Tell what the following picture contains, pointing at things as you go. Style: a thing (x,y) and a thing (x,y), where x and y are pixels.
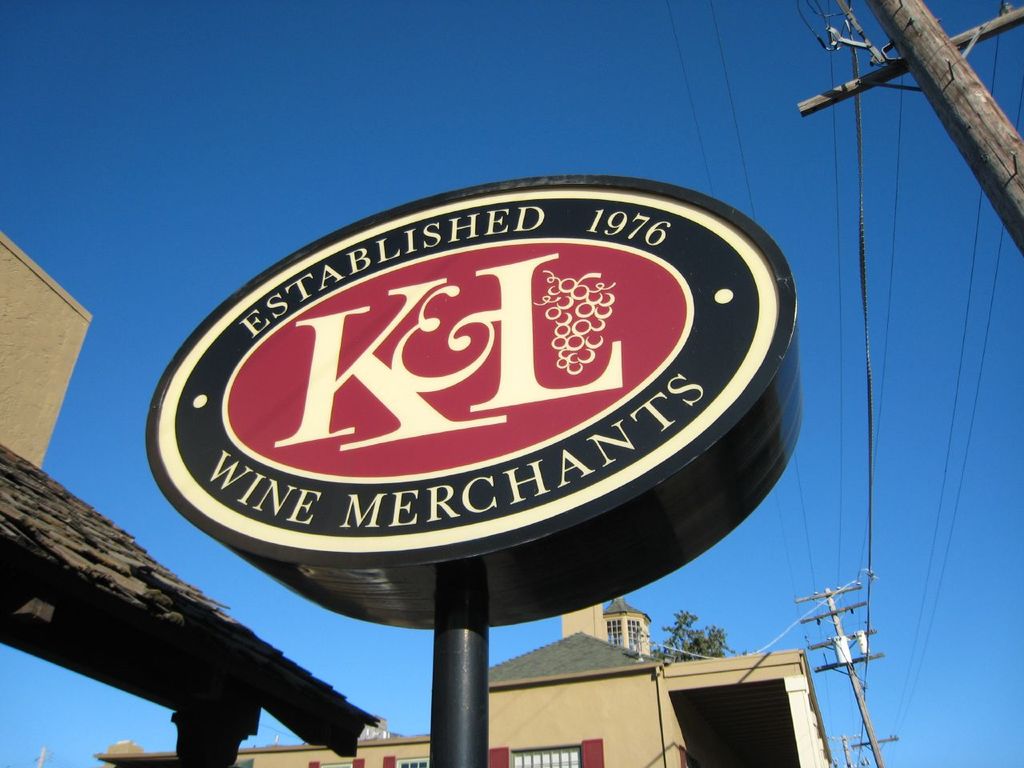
In this picture we can see poles (451,628), board (529,434), wires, rooftop (77,511), house (370,756) and leaves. In the background of the image (385,69) we can see the sky (307,129) in blue color.
